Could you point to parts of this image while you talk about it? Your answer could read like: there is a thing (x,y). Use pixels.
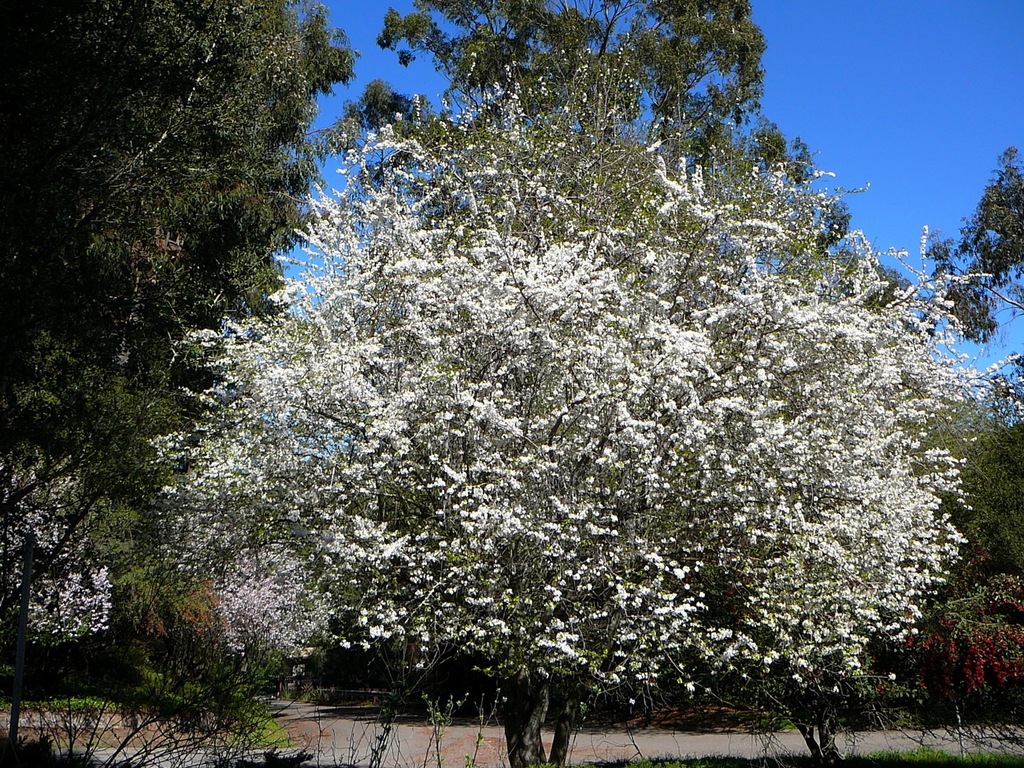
In the image we can see there are lot of trees (504,472).
